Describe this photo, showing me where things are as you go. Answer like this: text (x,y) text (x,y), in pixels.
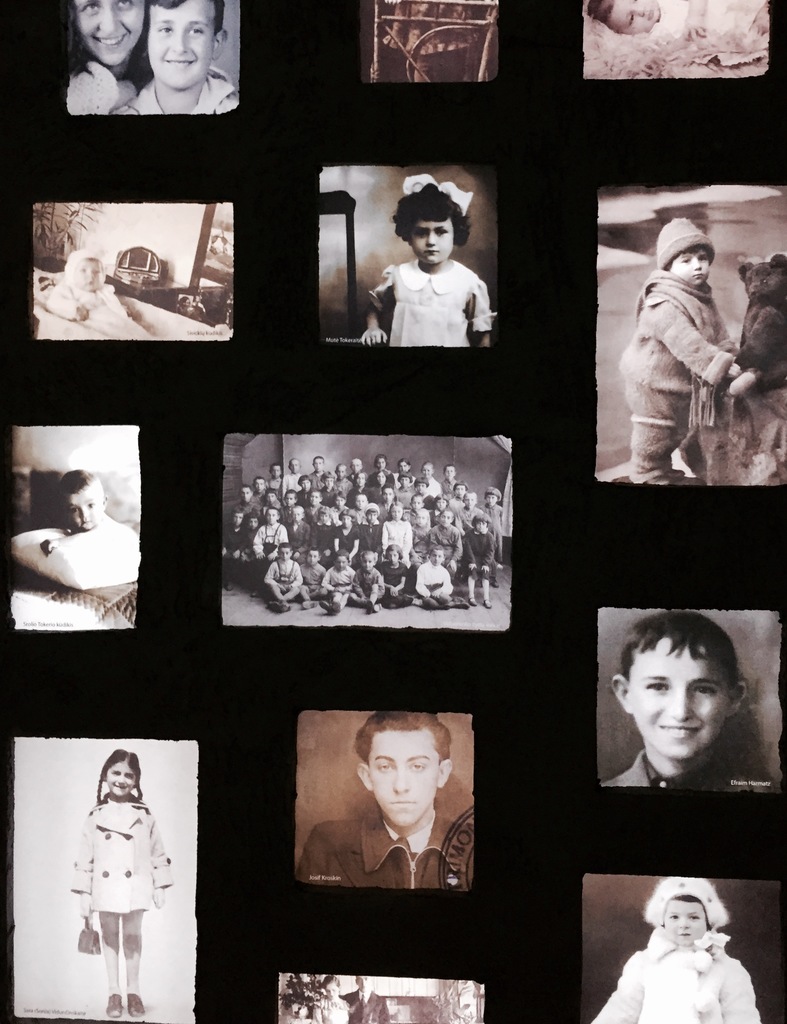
In this picture I can see some photos (342,541) of people (342,541). Among these photos (363,467) I can see kids (338,542), group of people (385,578) and babies (67,302).
